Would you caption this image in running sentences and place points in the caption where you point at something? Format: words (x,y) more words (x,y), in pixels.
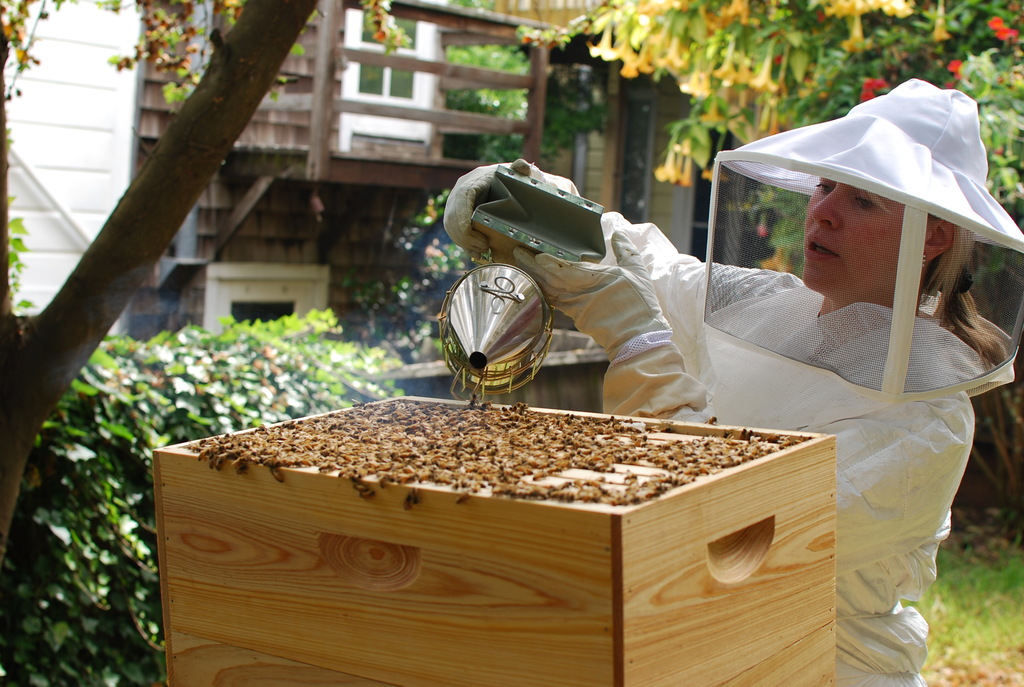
In this image, we can see a lady (788,322) wearing a coat (896,463), gloves (605,276) and a face protection cap (823,273) and holding an object (515,325). In the background (636,53), there are trees (229,90), buildings (320,161), bushes (191,360) and we can see bees (535,441) on the stand (552,534).
